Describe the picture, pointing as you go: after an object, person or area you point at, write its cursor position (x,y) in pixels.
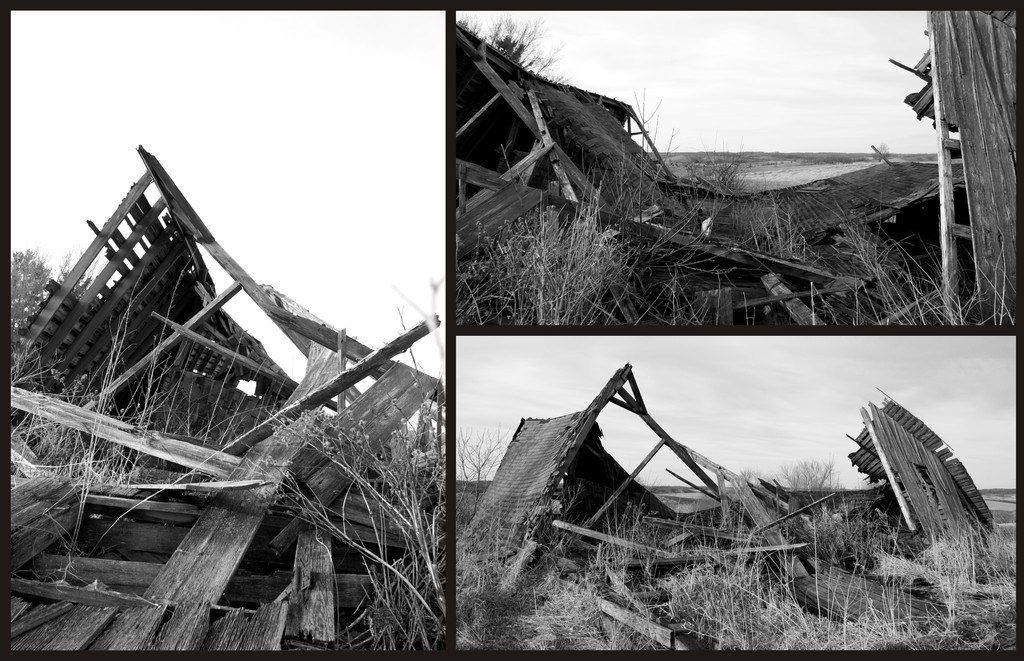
This is a collage of a broken building (681,214). In the background (294,108) there is sky (687,96) in the three images. Also there are grasses (675,572).
